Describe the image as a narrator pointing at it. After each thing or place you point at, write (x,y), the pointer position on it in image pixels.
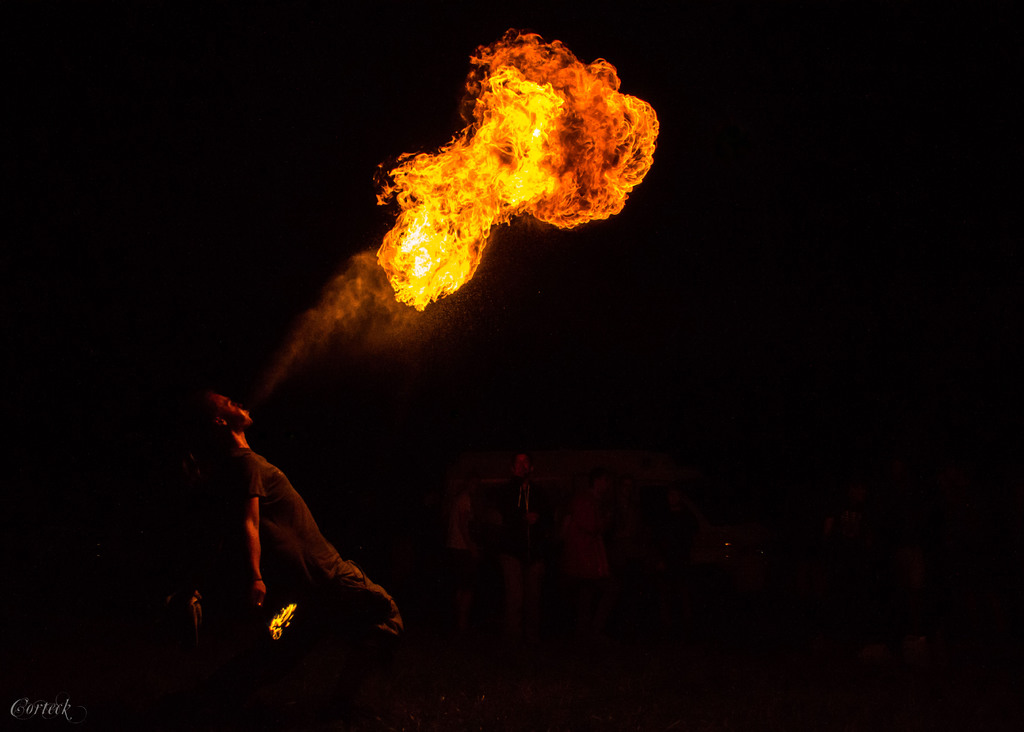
On the left side of the image (246,520) a man (259,479) is kneeling and blowing the air. He is holding an object (282,618) in his hand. In this image the background (297,84) is dark. At the top of the image (421,167) there is a flame (421,216).
